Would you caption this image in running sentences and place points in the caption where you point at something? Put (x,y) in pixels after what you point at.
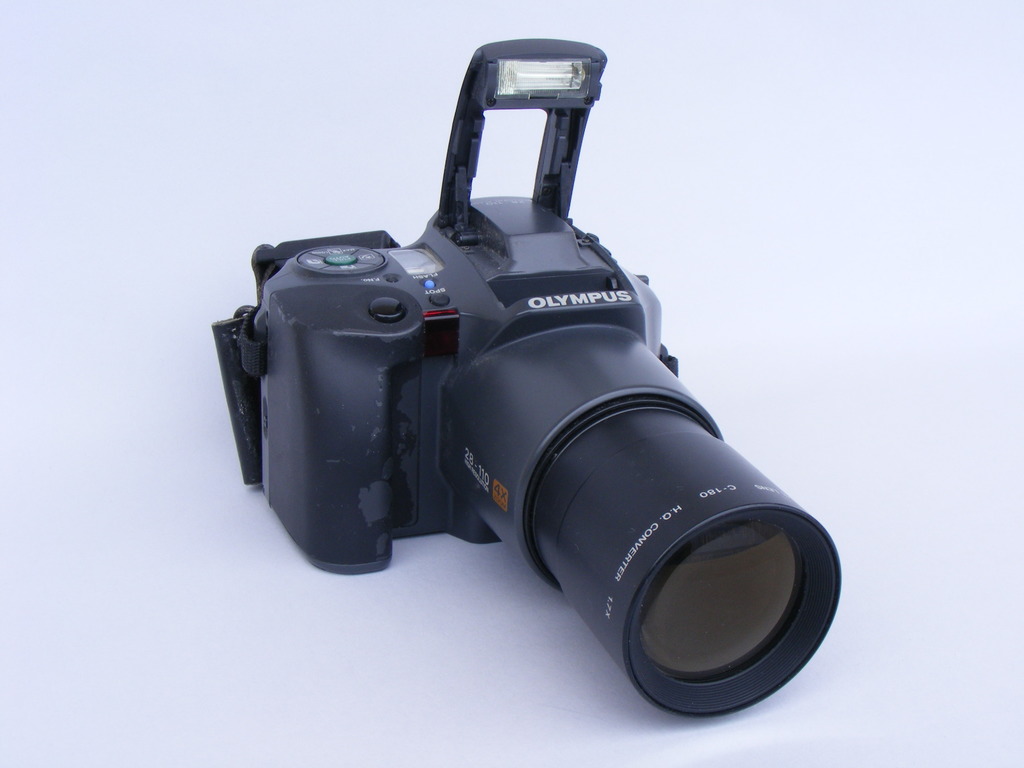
In this image, in the middle (488,435), we can see a camera (498,457) which is in black color. In the background (990,722), we can see white color.
